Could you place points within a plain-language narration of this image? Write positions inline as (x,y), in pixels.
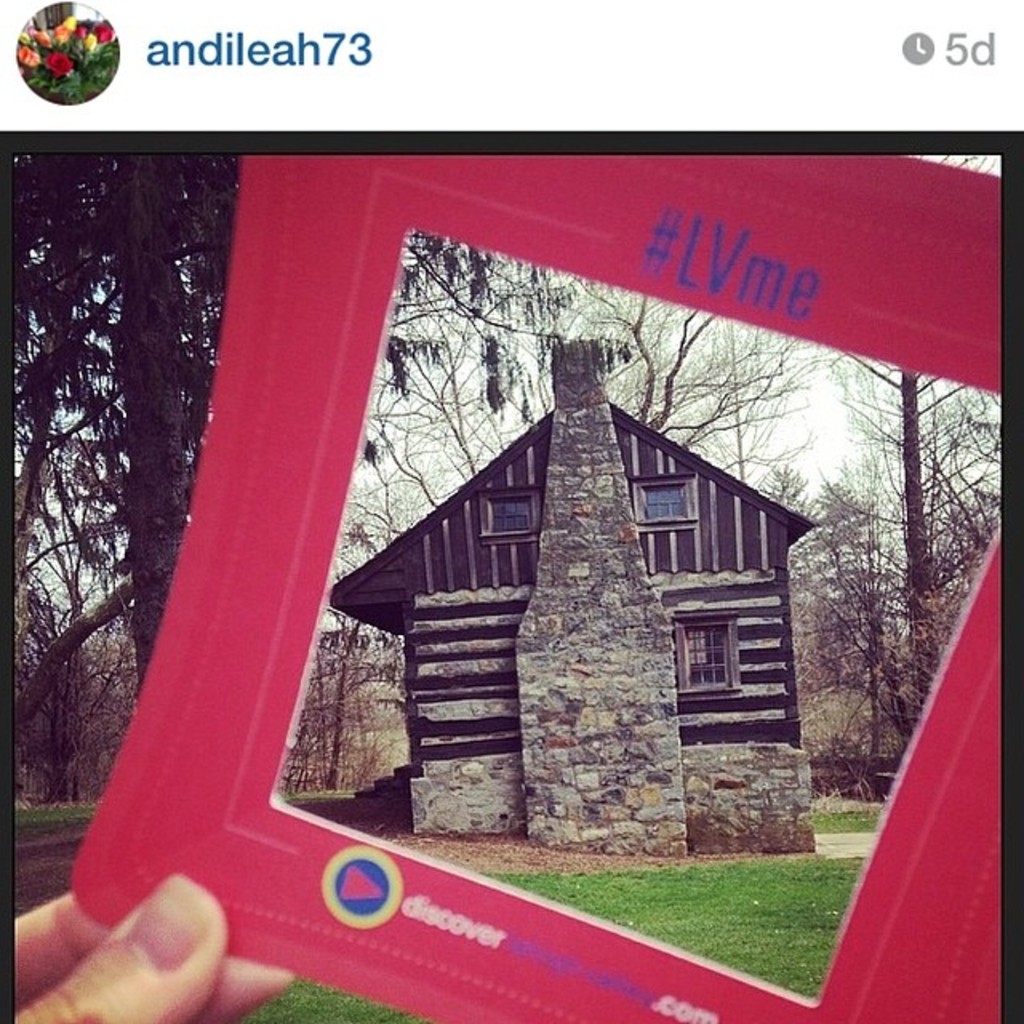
This is a poster of a social website, where we can see a person's hand (171,962) holding a pink cardboard (981,969). In the background (598,622), we can see hut (529,566), trees (151,375), grass (759,889) and the sky (727,454).
